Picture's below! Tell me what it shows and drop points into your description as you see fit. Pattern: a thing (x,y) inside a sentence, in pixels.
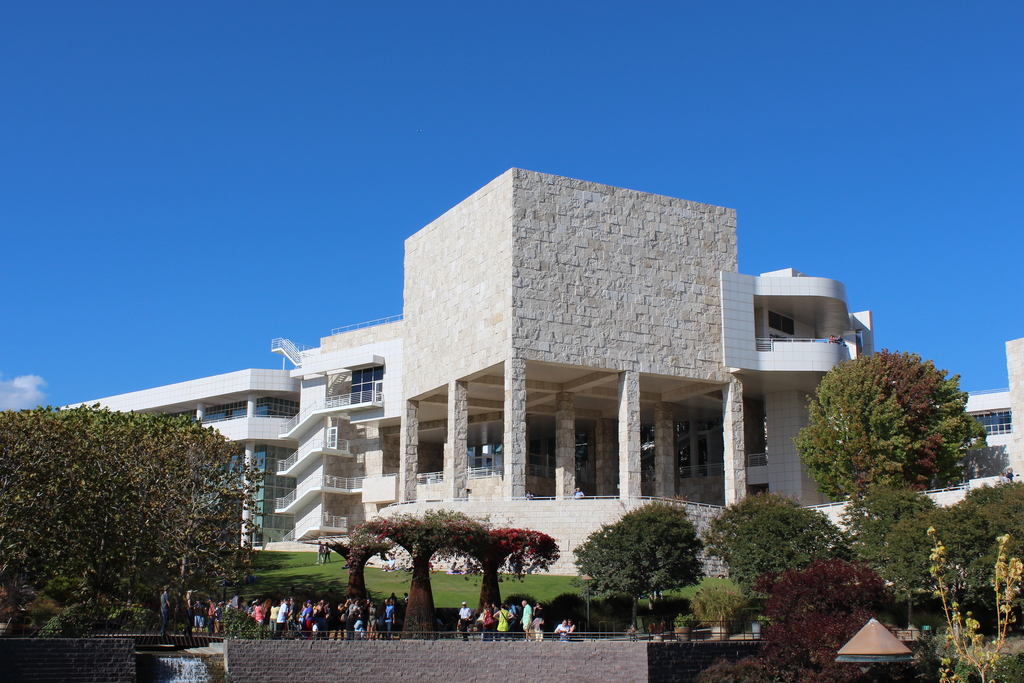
In this picture we can see some trees (794,652), there is grass (372,580) and some people (343,626) in the middle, in the background (630,390) there is a building (613,409), we can see the sky (460,95) at the top of the picture (556,95), there is a wall (363,670) at the bottom (318,661).
